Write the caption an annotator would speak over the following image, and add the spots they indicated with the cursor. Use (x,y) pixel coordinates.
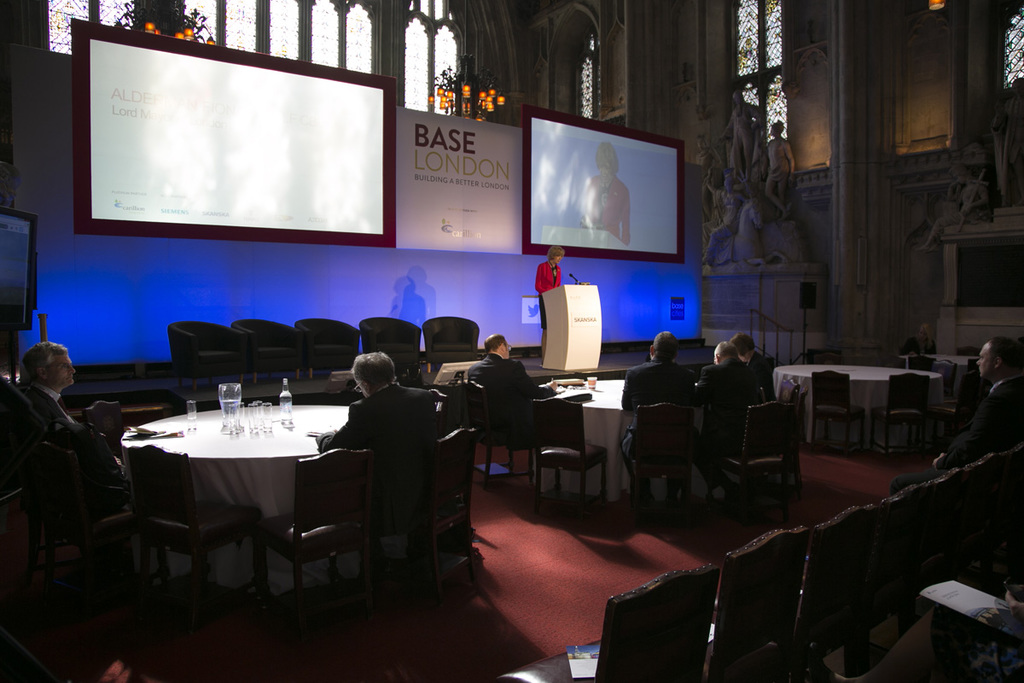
In this image I can see number of chairs (443,412), few tables (800,368) and I can also see few people (669,338) are sitting on chairs (336,505). On the left side (224,422) I can see few glasses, a jar (234,405) and a bottle (280,410) on the table (208,431). I can also see few others stuffs (556,399) on these tables (192,440). In the background (564,242) I can see two screens (201,199), a board (432,148), number of lights (474,99), number of sculptures (793,250), a speaker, a podium (586,297), a mic (578,283) and near it I can see one woman (559,271) is standing. I can also see something is written on the board (464,167) and on the top side of this image (72,8) I can see number of windows (88,17).
